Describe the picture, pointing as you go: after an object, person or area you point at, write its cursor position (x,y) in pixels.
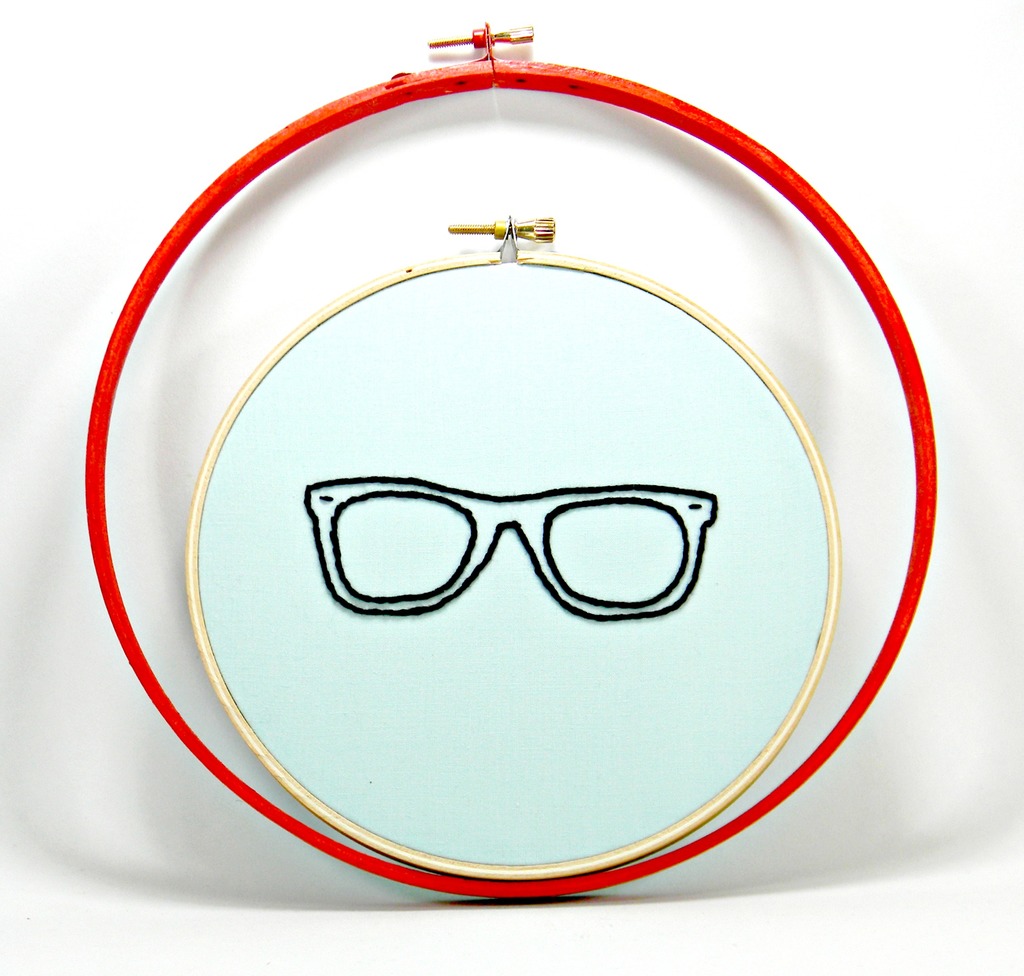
In this image I can see two circular things (245,181) and I can see one is of red and another one is of cream colour. I can also see depiction of shades (377,477) over here and in the background (141,716) I can see white colour.
